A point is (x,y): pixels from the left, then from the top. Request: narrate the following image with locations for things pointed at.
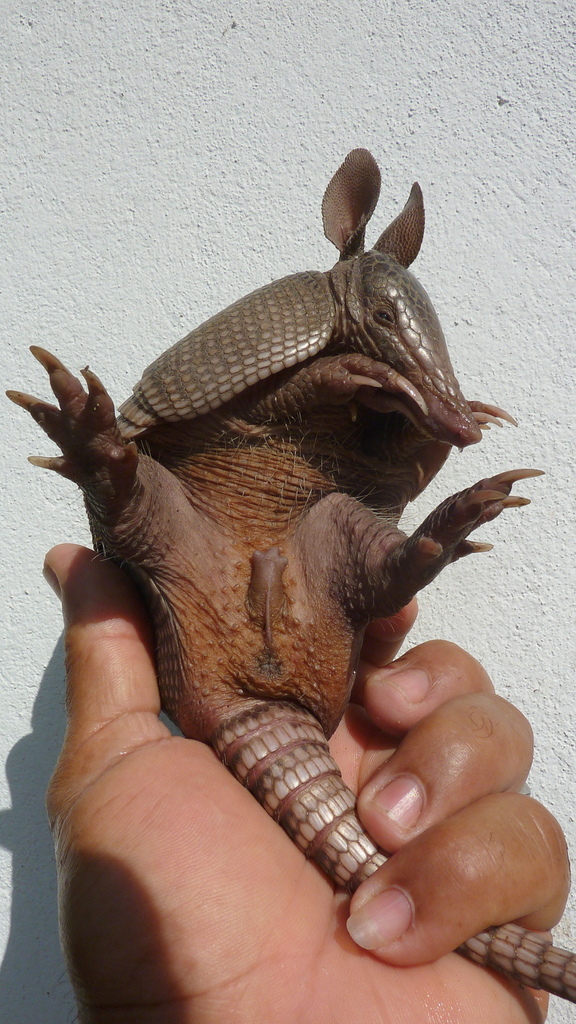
To the bottom of the image (391,820) there is a person hand (391,809) holding an armadillo (325,573) in their hand (151,657). And in the background (200,281) there is a wall (200,281).
